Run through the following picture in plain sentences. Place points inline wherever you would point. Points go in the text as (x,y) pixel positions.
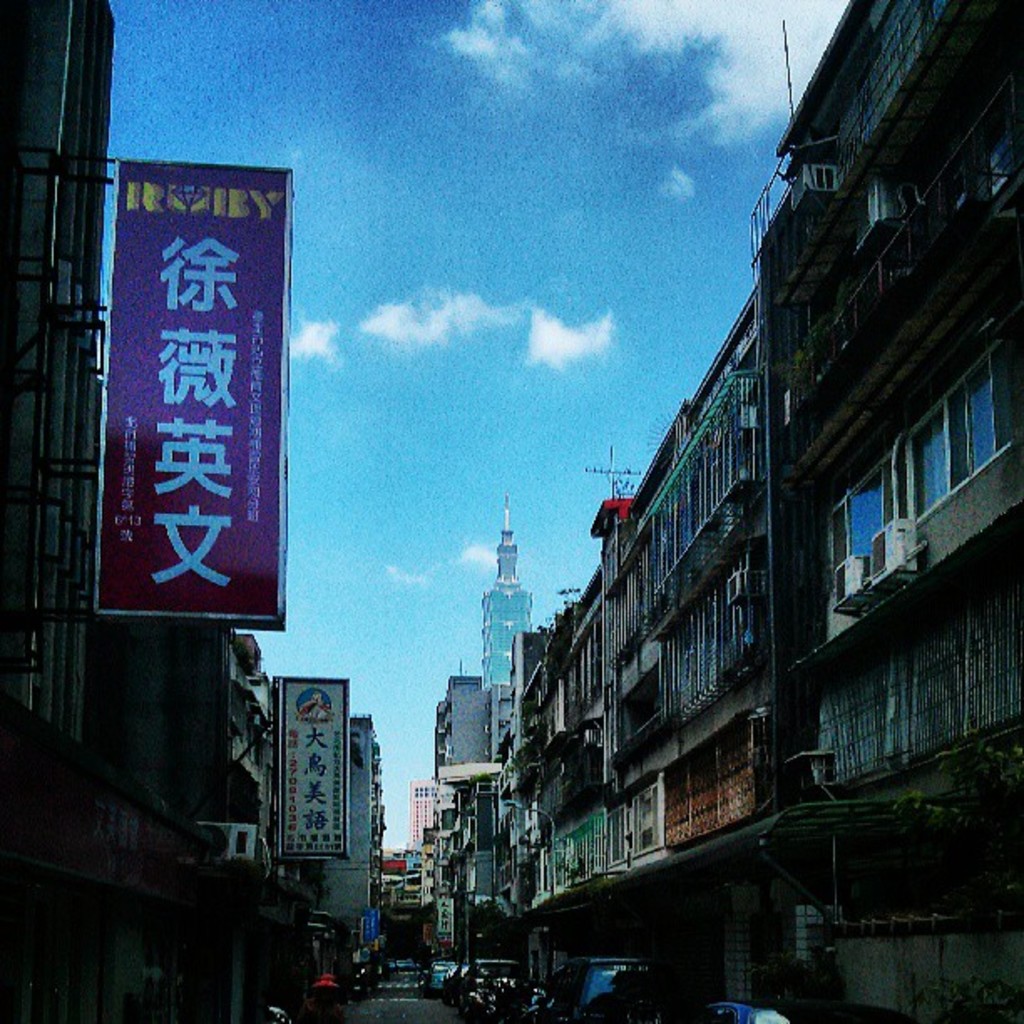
This picture is clicked in the city. On either side of the picture, we see the buildings (572,815). At the bottom (575,1013), we see the cars (483,976) parked on the road (411,1011). On the left side (228,527), we see the boards (259,590) in white and red color with some text (296,834) written on it. In the background (459,837), we see the buildings (487,680). At the top (519,216), we see the sky (454,246).
